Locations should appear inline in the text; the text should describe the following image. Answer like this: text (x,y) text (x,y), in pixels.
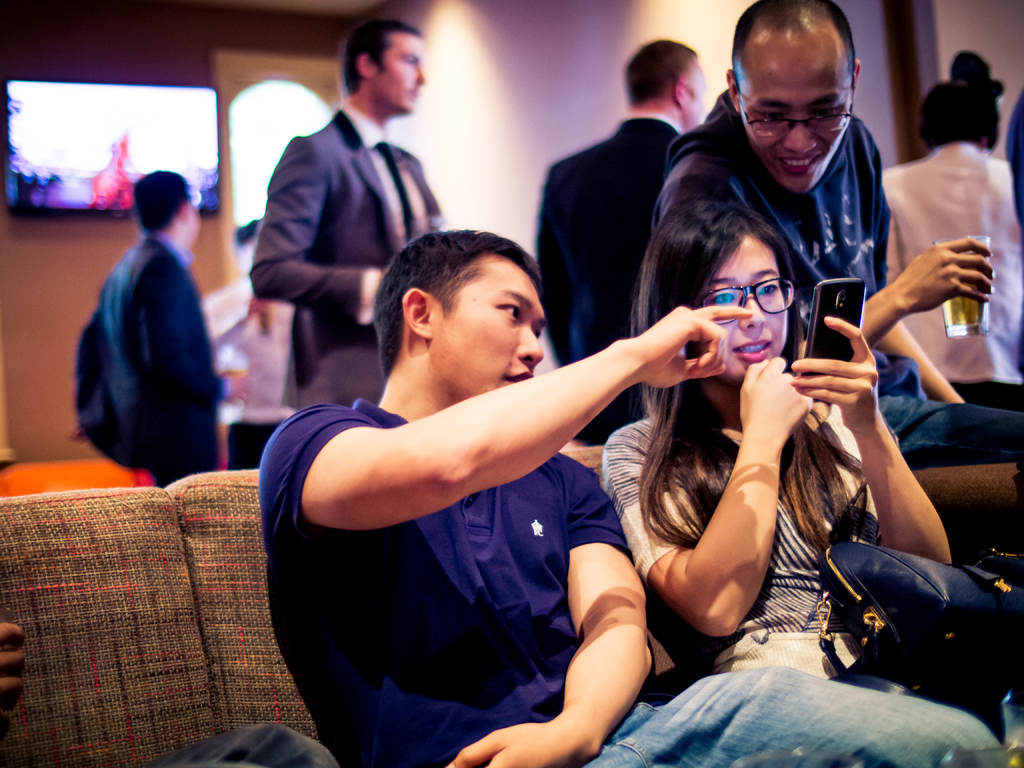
In this image I can see two persons (635,492) are sitting on the sofa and holding a mobile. In the background (975,342) I can see a group of people (972,270) are standing on the floor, screen (151,130) and a wall (120,248). This image is taken may be in a hall (432,284).
